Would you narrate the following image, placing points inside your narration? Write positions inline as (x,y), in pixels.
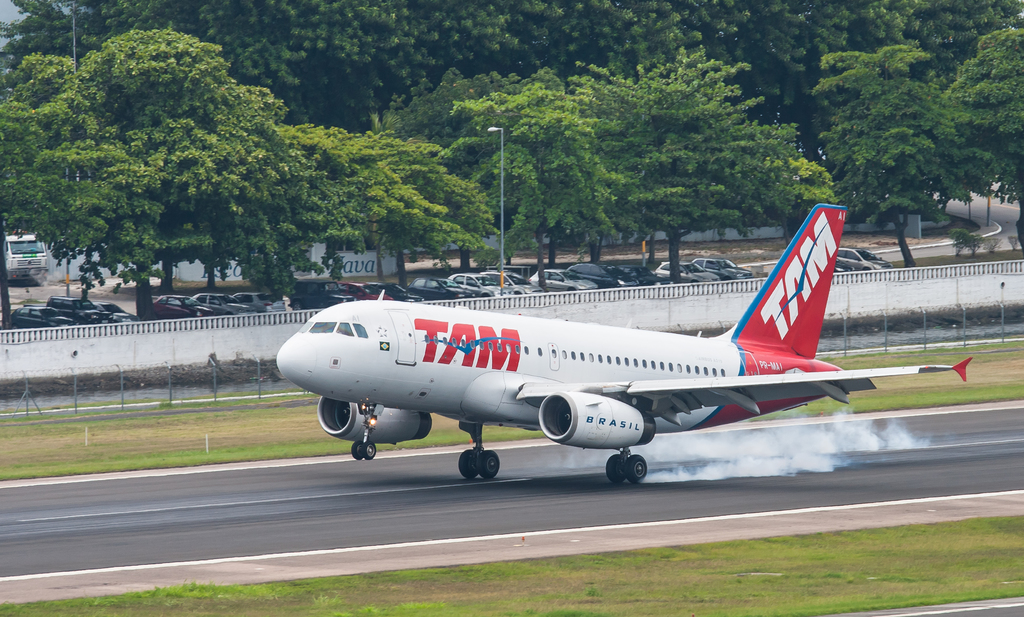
In this image in the center (355,382) there is an airplane (395,382), and in the background (230,303) there are some vehicles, trees (544,225), poles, buildings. And at the bottom (127,532) there is walkway (484,528) and grass (947,527), and in the center (672,297) there is a railing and some poles (925,314).
